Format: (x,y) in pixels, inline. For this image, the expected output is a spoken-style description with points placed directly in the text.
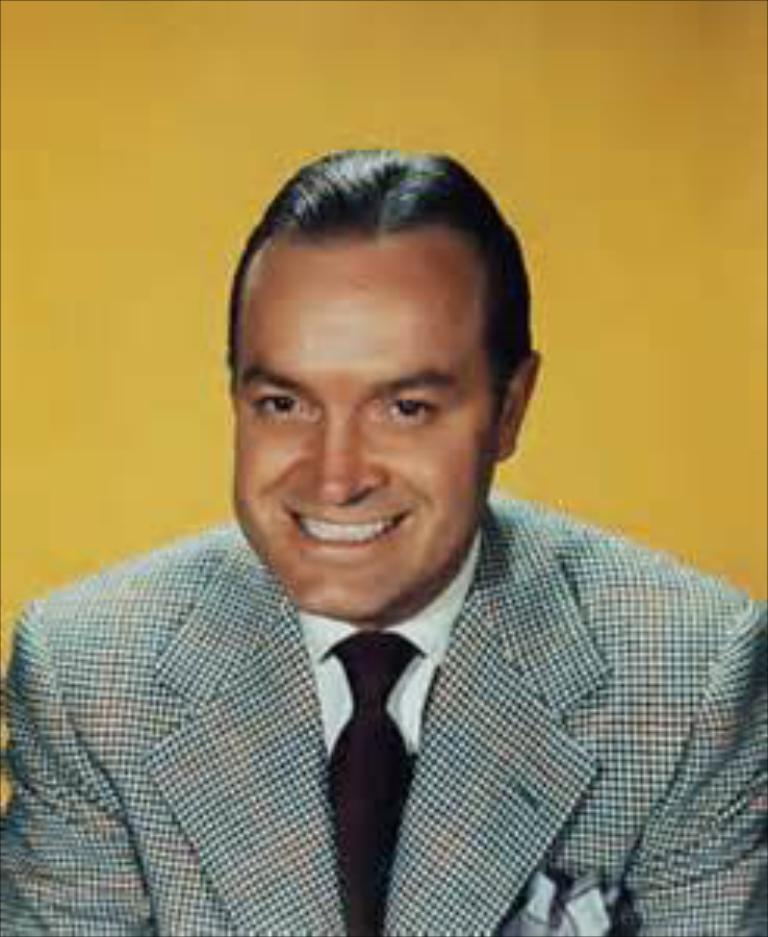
In this image we can see a man (455,918) smiling and wearing a suit (473,692) and the background (34,69) is in yellow color.
